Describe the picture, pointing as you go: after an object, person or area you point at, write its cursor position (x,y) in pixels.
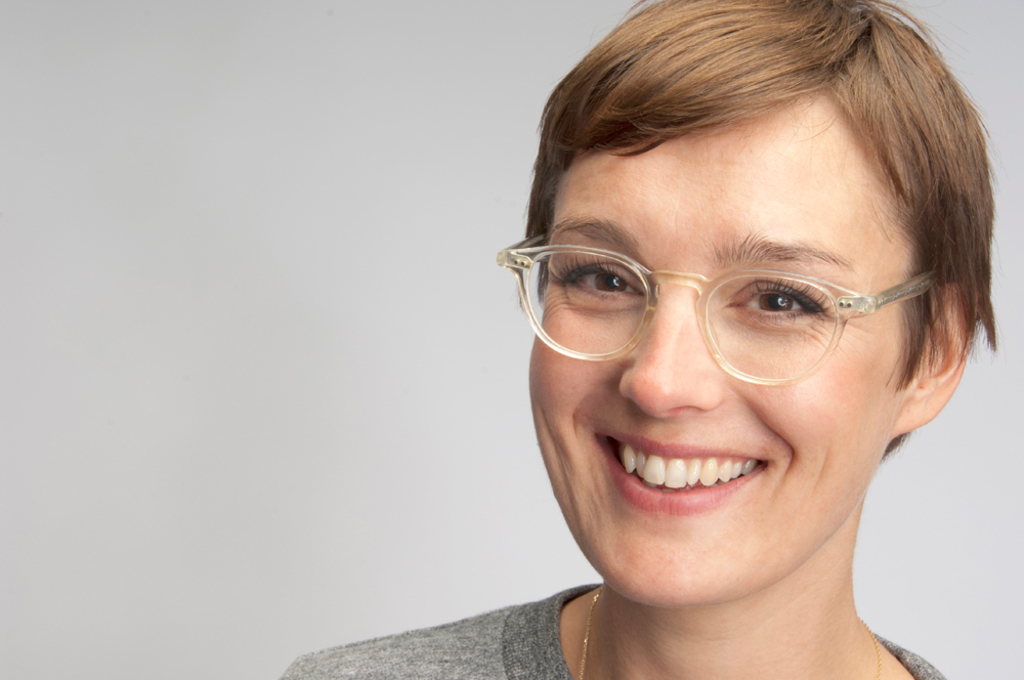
In this image in the front (684,531) there is a woman (682,537) smiling.
